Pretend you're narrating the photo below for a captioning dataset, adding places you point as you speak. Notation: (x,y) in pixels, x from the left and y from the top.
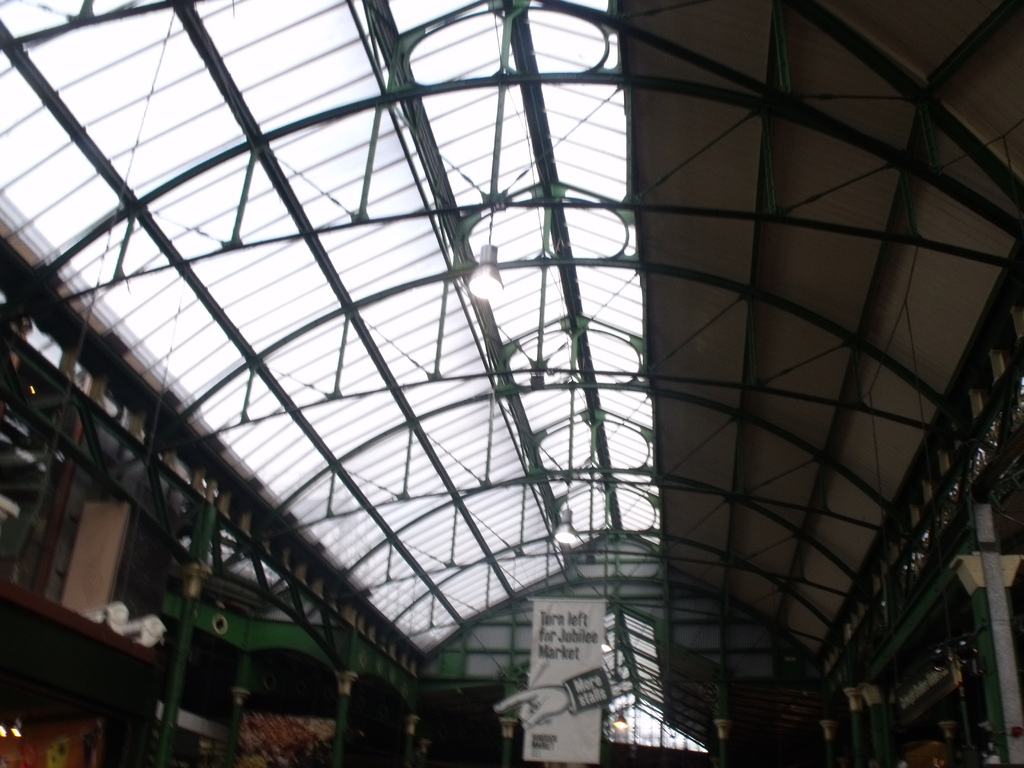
This picture seems to be clicked inside the hall (380,758). In the foreground (604,678) we can see the text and some picture (566,697) on the banner (581,634) which is hanging on the roof (587,522) and we can see the lights (479,277) hanging on the roof (564,470) and we can see the metal rods (282,576) and the pillars (983,657) and some other items (979,672).
